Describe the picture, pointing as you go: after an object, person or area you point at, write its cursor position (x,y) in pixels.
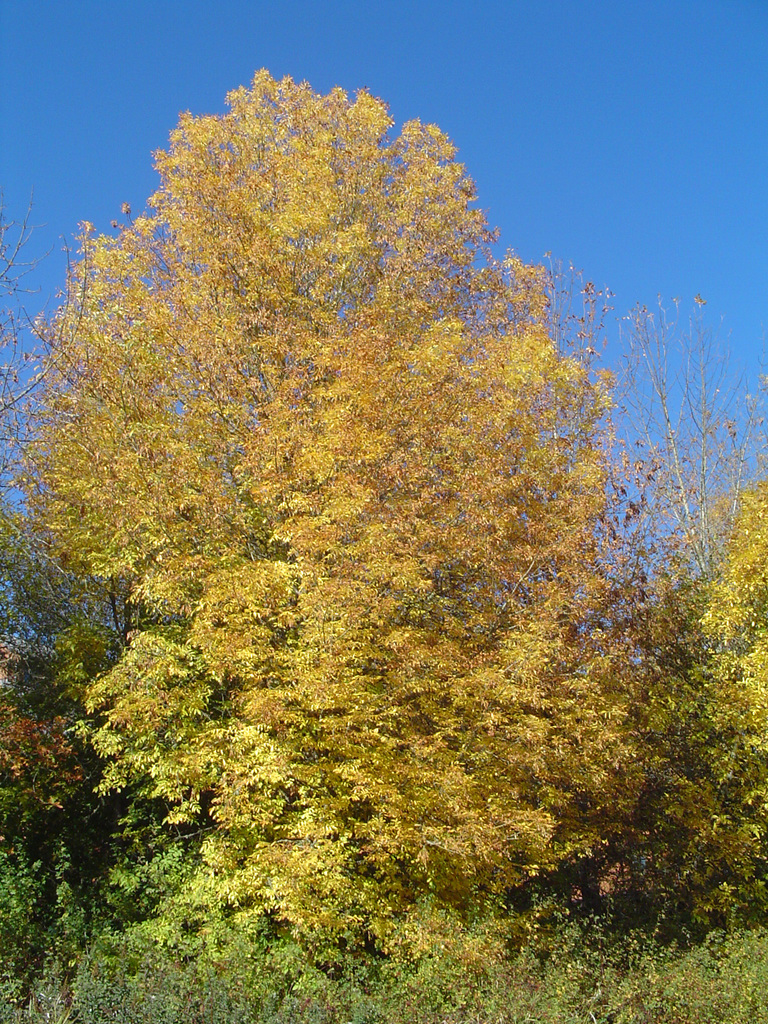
In this image we can see plants (713,955) and trees (397,586). In the background (145,107) there is sky (461,139).
